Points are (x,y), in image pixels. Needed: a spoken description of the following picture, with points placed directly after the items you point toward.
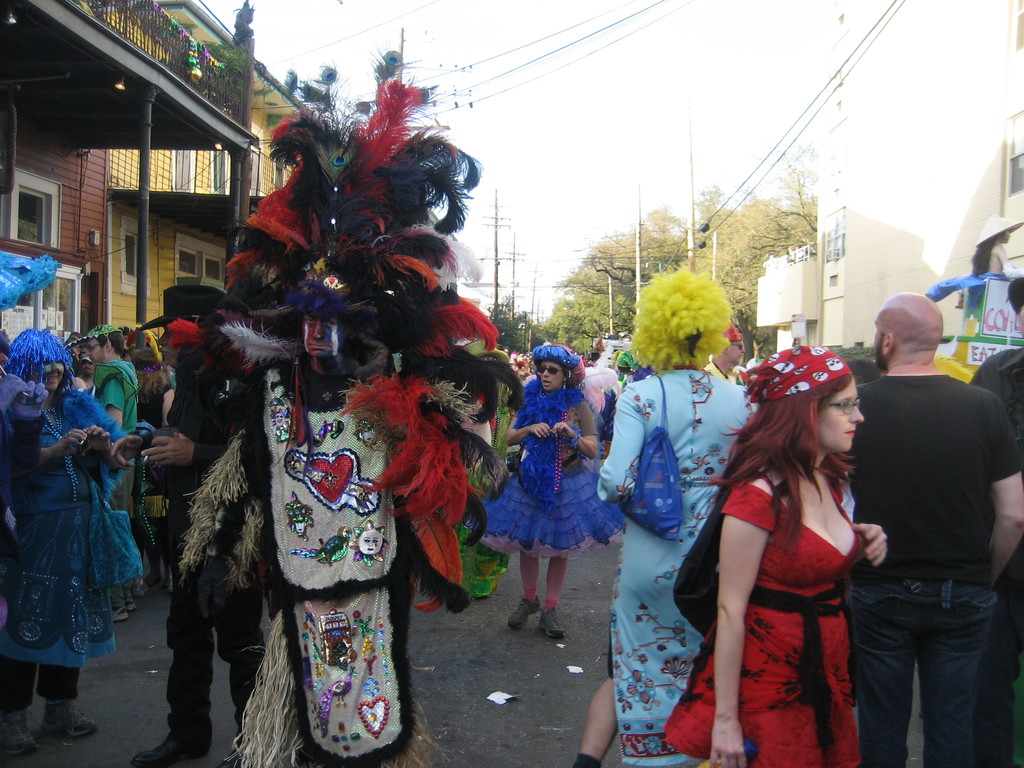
In this image there is crowd (660,400), there are few people (76,483) wearing different colors of dresses (884,473), in the foreground (265,320) there is a person (375,645) wearing a costume hat (356,232), either side of the image there are buildings (886,173), in the middle (500,310) there is the sky (523,80), power line cables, poles (513,307), trees (666,234) visible.
